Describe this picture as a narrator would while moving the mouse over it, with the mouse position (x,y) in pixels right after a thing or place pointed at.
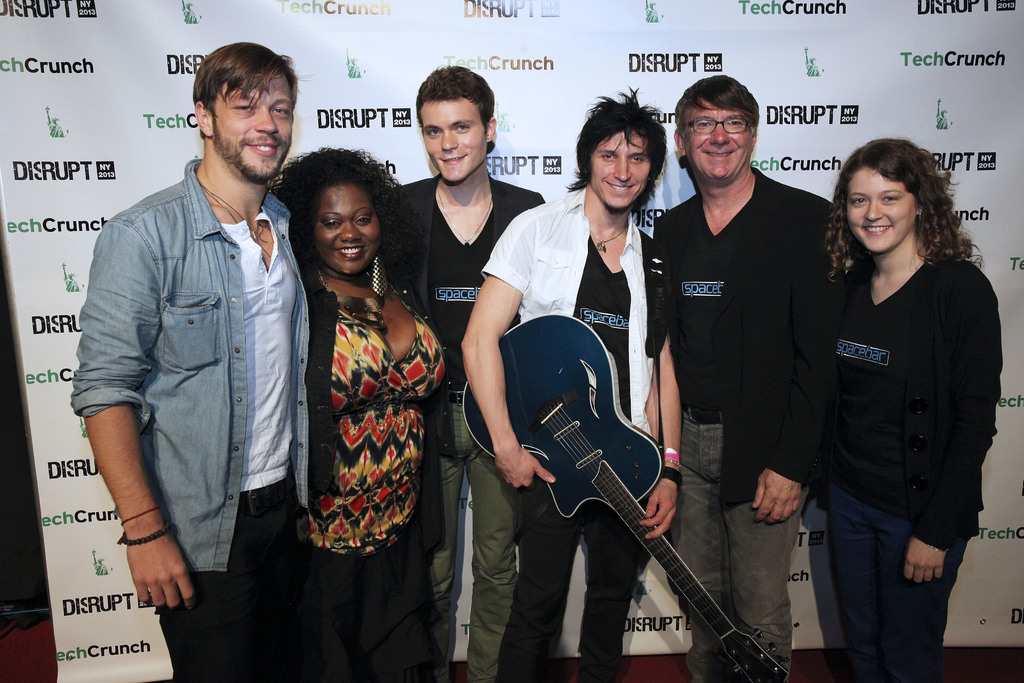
There are many persons (454,298) standing. And in the center (561,288) a person (577,276) wearing a white shirt (577,278) is holding a guitar (595,464). In the background (396,73) there is a banner (747,61). A person (765,239) wearing a black shirt (721,287) is wearing a spectacles (735,128).
